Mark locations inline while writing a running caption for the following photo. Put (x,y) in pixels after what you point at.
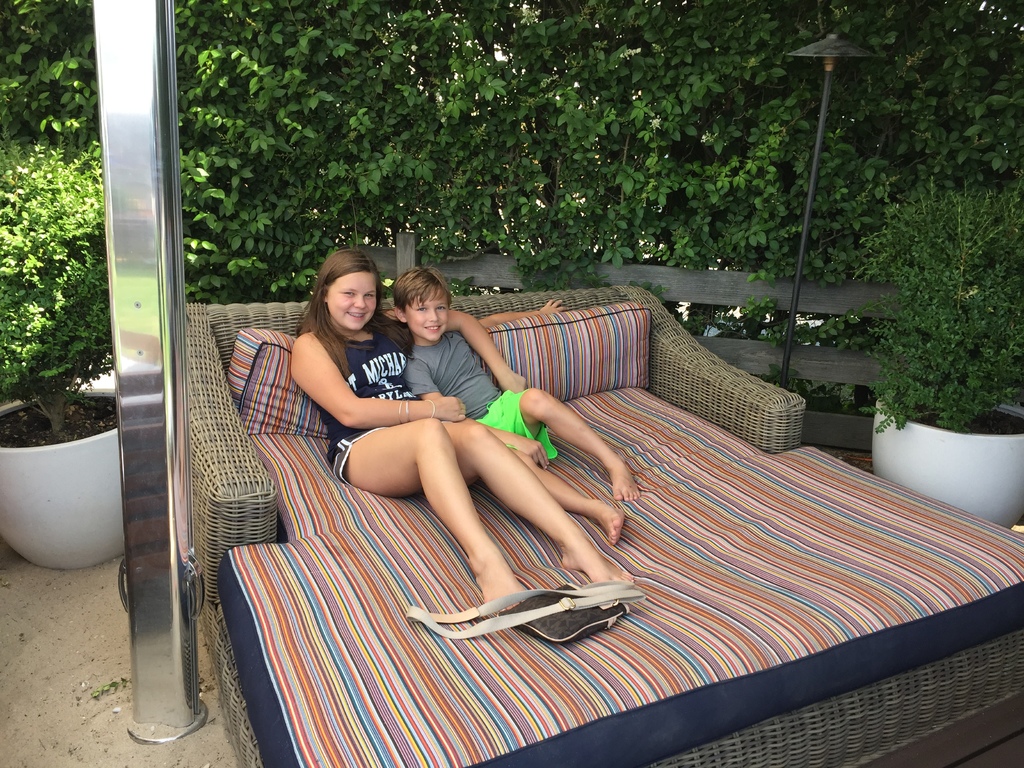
In this image we can see many plants (527,147). There are two plant pots (971,461) in the image. There is a lamp (834,39) in the image. There is a fencing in the image. There is a metallic object (150,312) at the left side of the image (159,371). There are two persons (375,422) sitting on the couch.
